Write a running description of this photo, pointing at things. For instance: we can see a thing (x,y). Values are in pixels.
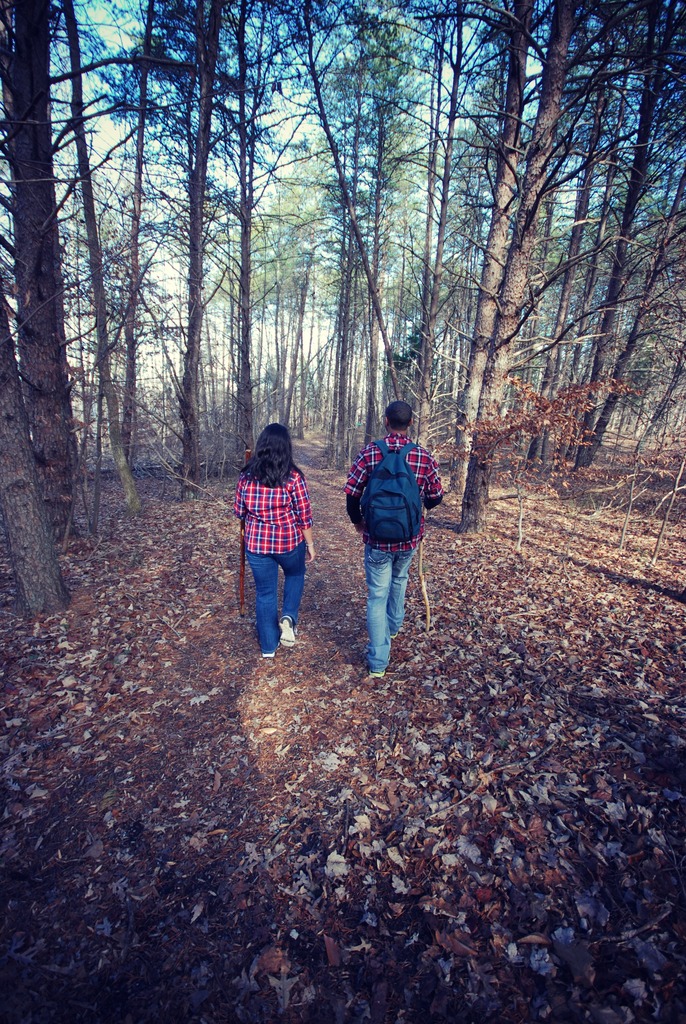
There are two persons (368,467) walking and this person (399,618) wore bag (400,453) and we can see trees (3,282) and sky (394,263).
